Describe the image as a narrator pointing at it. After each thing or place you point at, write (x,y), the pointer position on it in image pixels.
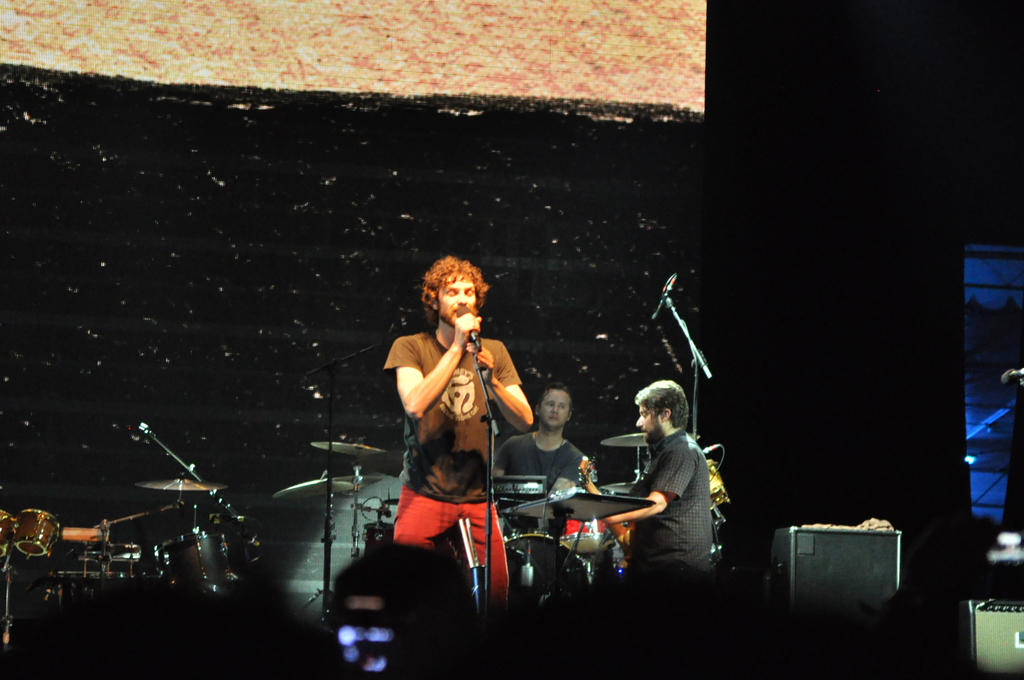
In this image I can see there are group of people (530,453) among them a man (453,414) is singing a song in front of a microphone (475,344) and rest of them are playing musical instruments (612,441).
